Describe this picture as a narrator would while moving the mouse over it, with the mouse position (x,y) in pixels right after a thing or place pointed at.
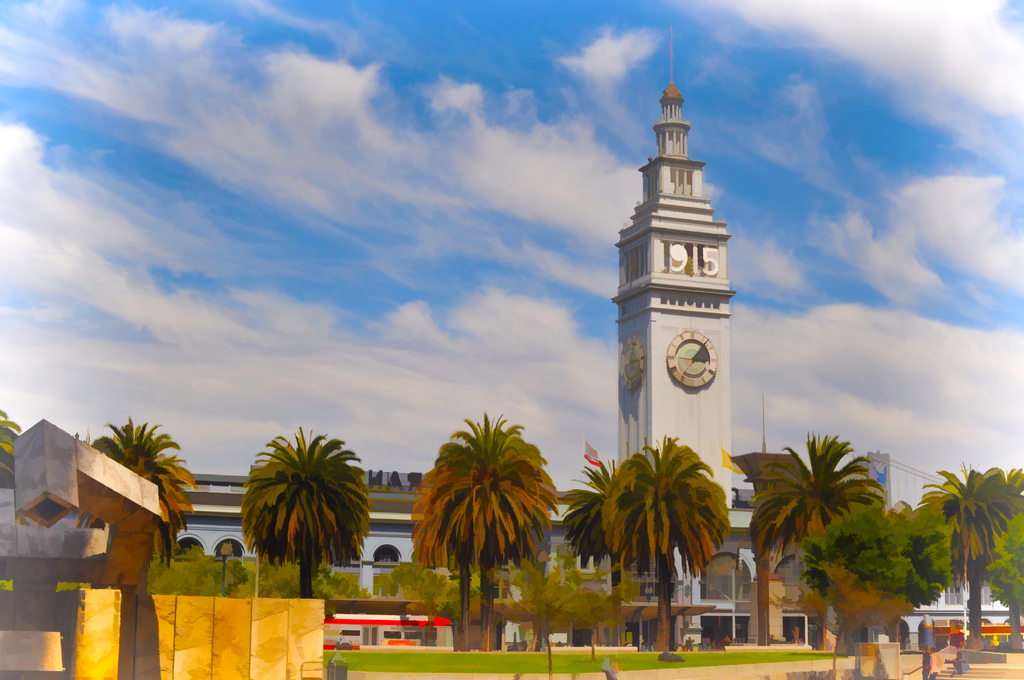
This is a painting. In this there are trees (513,546). In the back (400,512) there is a building (666,368) with a clock tower (629,358). In the background (409,290) there is sky (457,239) with clouds (431,209). On the left side (111,605) there is a wall (147,608).
